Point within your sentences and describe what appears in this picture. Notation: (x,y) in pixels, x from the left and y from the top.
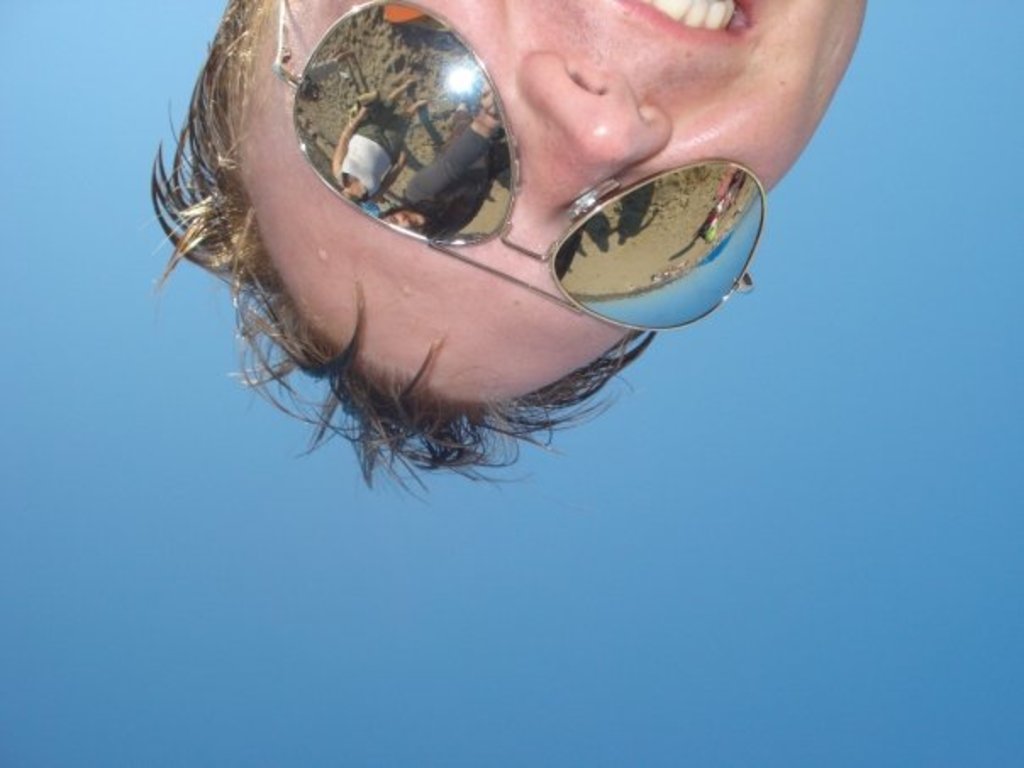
In this picture we can see a person (586,357) wore goggles (455,219) and smiling and on goggles (350,17) we can see a reflection (453,120) of some people (468,127) on the ground (372,87) and in the background (606,611) we can see the sky (680,586).
